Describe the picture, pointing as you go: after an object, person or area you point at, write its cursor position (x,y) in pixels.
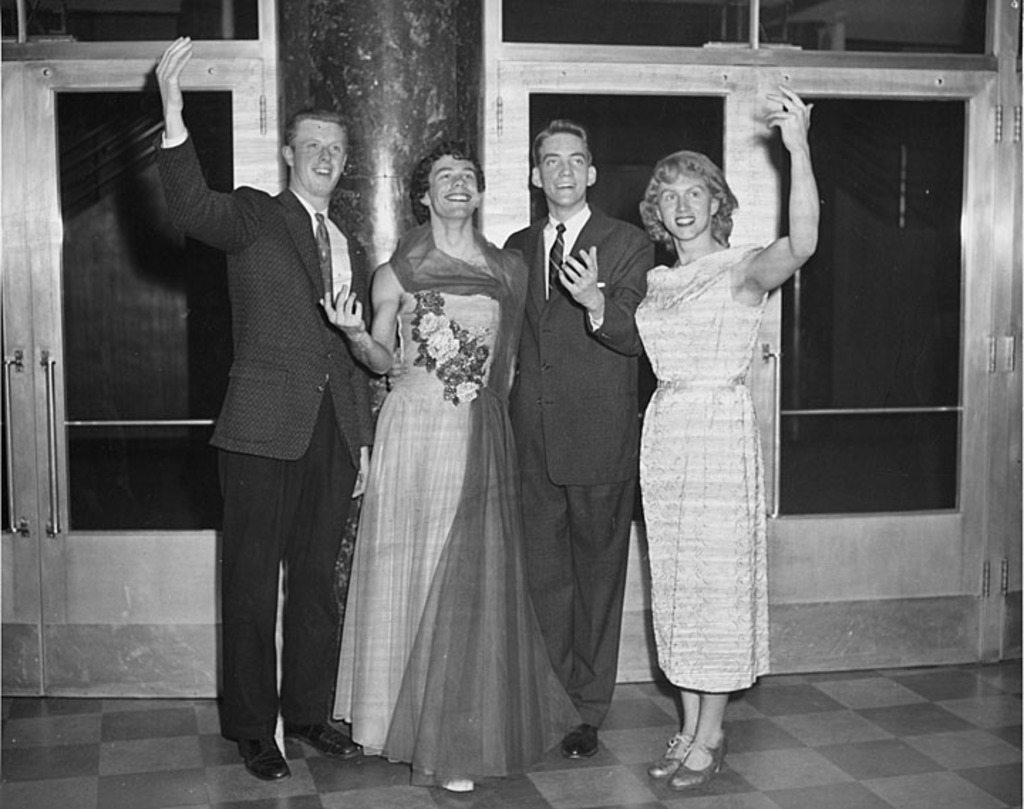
This is a black and white image. In this image, in the middle (424,371), we can see four people (593,360) standing on the floor (653,736). In the background (92,455), we can see a door (86,469) which is closed.
